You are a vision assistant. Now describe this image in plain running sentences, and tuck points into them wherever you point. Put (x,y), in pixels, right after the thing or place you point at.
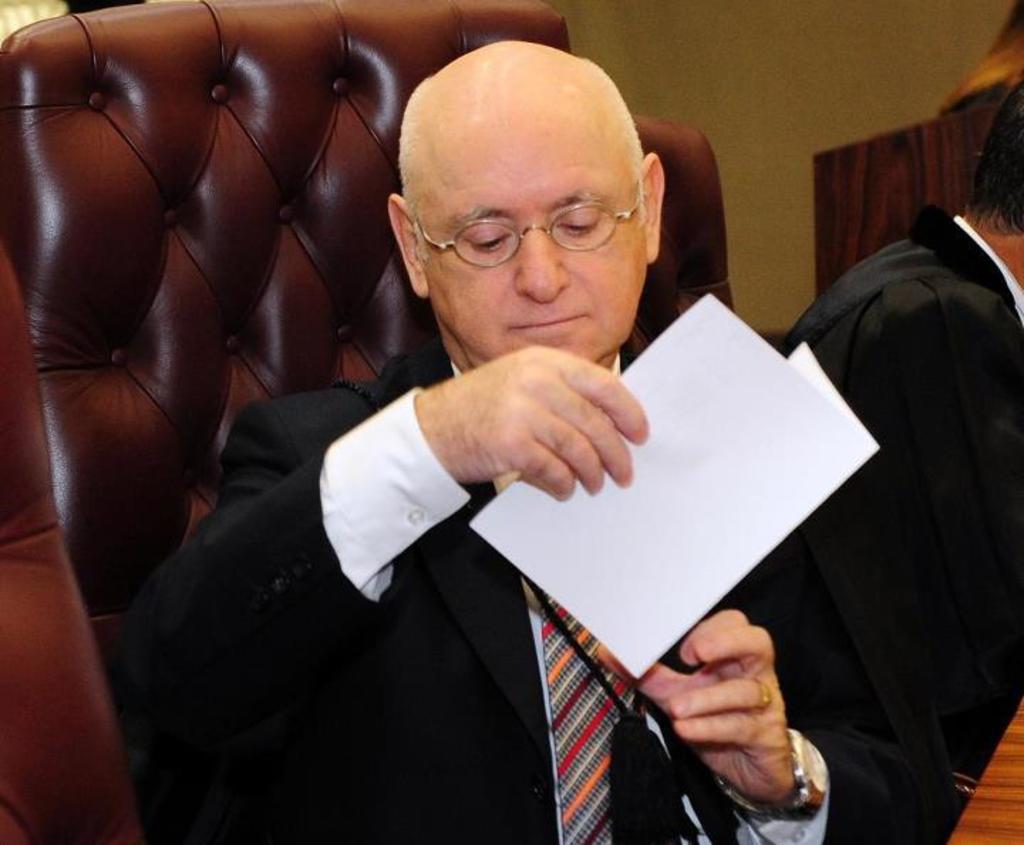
In the foreground of the picture (473,569) there are men (989,383), table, chairs (679,267). In the center (583,453) there is a person (567,462) holding a paper (735,426). In the background (676,26) there is wall (609,20).
